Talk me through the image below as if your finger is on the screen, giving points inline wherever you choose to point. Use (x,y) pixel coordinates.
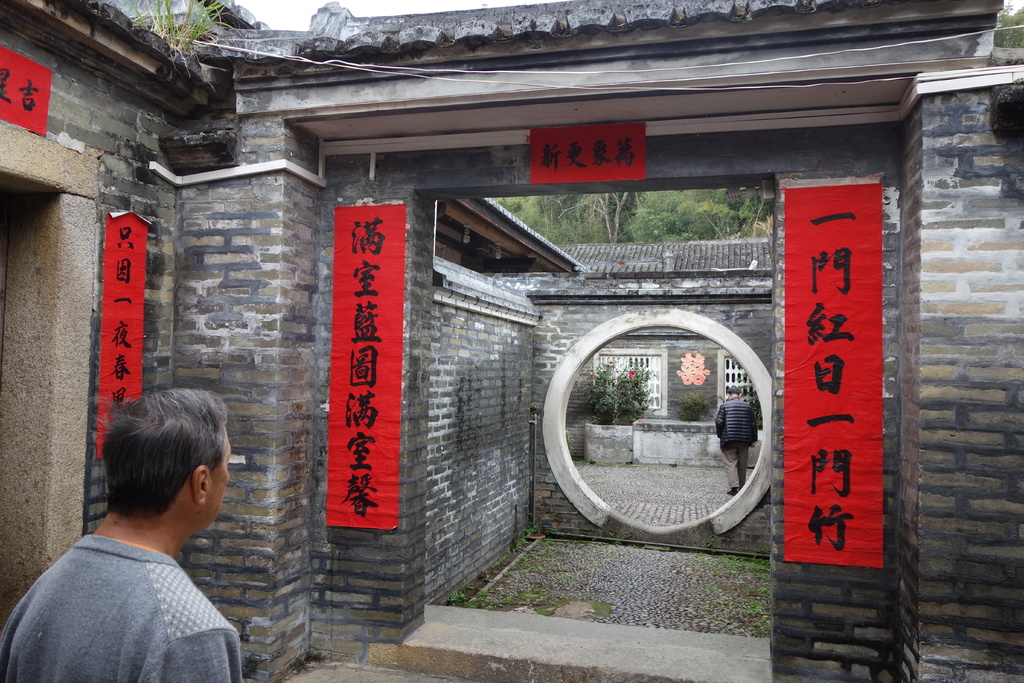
In this image I can see two persons (180,401), where one (160,429) is standing in the front (178,420) and another one (723,411) is standing in the background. I can also see few red colour boards (106,412) in the front (106,412) and on it I can see something is written. In the background (601,398) I can see few plants (610,380) and few trees (568,214).
